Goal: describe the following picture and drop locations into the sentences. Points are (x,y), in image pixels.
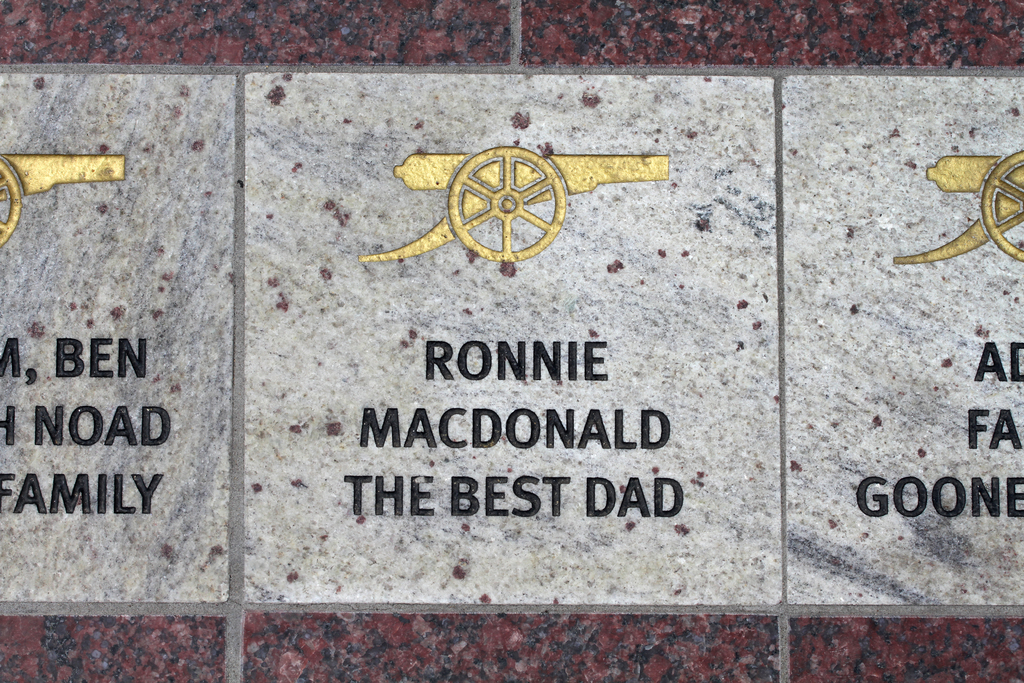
In this image I can see a historical plaque (330,211) in the center of the image (503,289) with some symbols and text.
